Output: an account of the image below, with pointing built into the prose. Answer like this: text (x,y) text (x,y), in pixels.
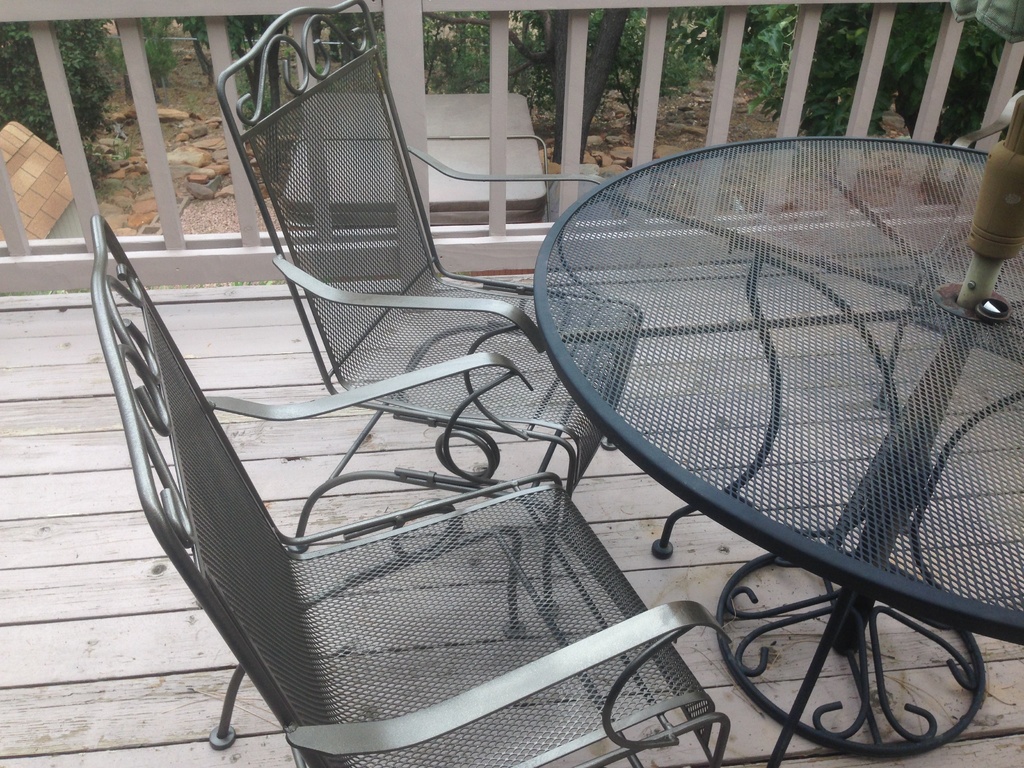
In the image we can see metal chairs (488,426) and a table (806,498). Here we can see the wooden floor (124,577), fence (727,86), stones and trees (686,45).
